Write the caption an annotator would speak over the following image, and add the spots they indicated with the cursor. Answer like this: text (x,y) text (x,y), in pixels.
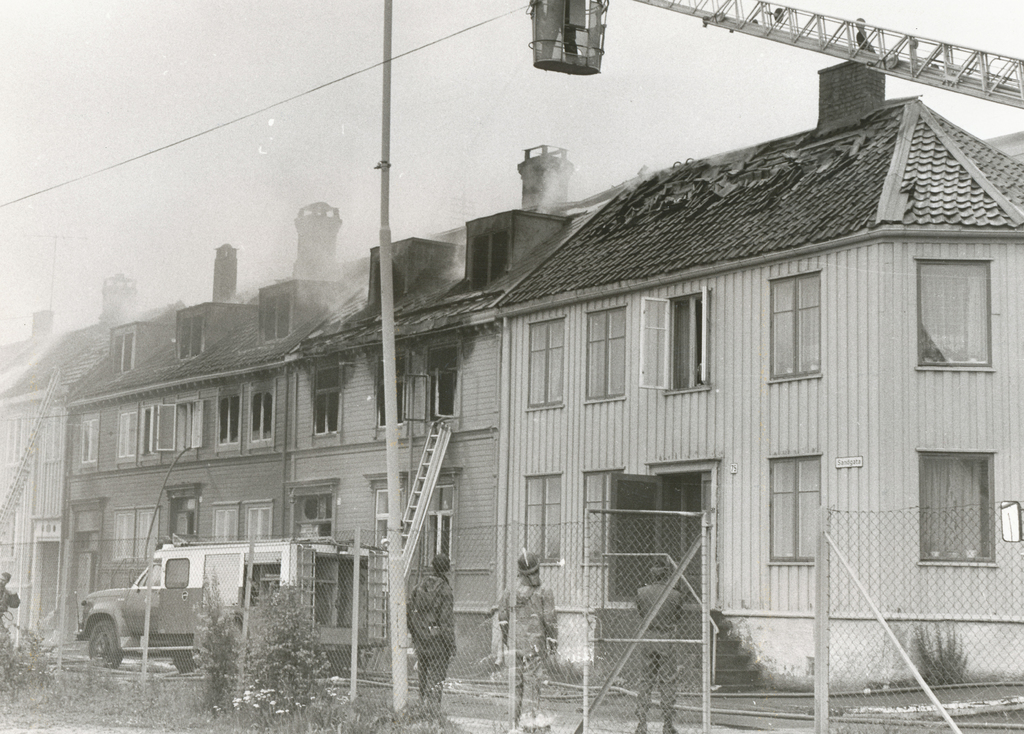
This is a black and white image. Here I can see a building (426,414) in front of this building (496,591) few people (427,627) are standing and also there is a vehicle (237,586). At the bottom (237,695), I can see some plants (287,663) and fencing (577,640). At the top (828,29) there is a crane (809,26) and I can see the sky (197,55).
